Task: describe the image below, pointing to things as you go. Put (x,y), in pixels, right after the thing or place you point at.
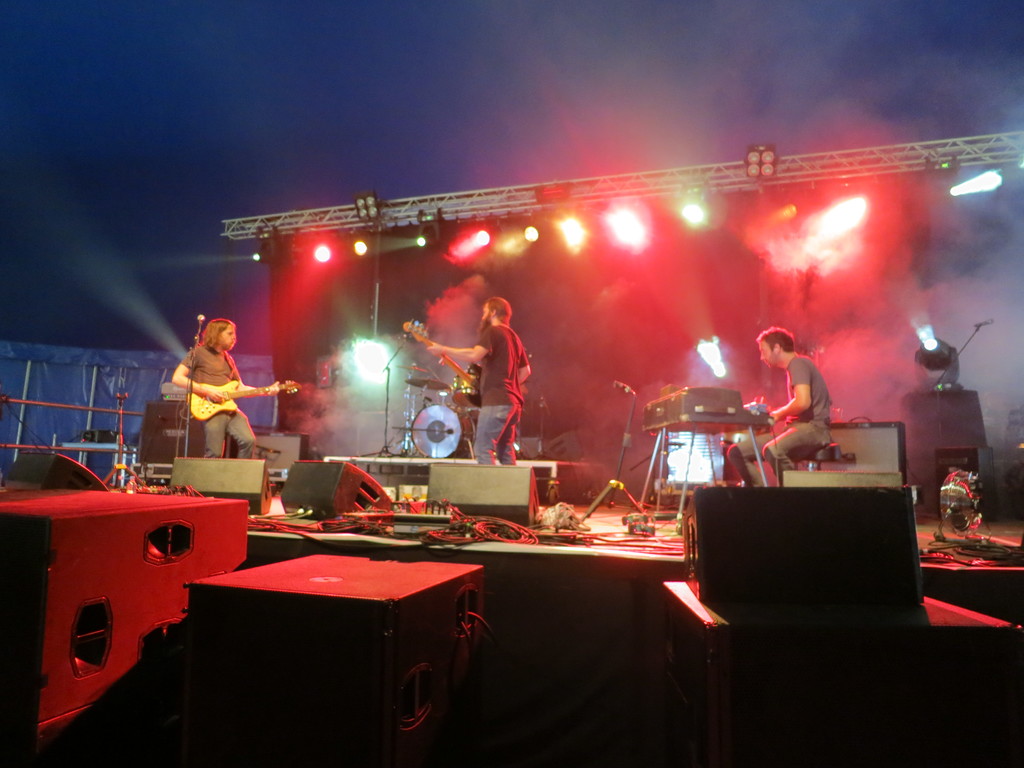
On the left side (193,401), there are two persons (206,422) holding guitars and standing on a stage (537,557), on which there are speakers (261,462) and lights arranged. On the right side (788,365), there is a person (790,388) sitting in front of an object (697,418) which is on a table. Beside this stage (380,531), there are boxes (58,584). In the background (350,167), there is the sky (377,60).
